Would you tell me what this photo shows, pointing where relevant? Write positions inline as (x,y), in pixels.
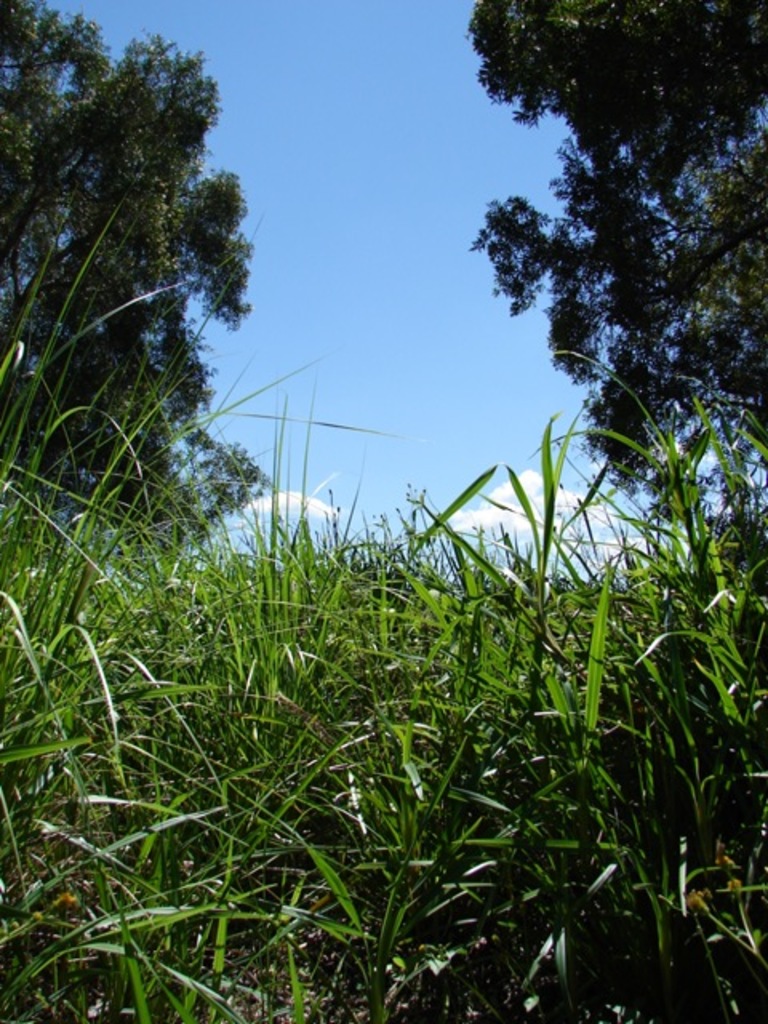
At the bottom of this image (394,750) I can see the grass (384,860). In the background (595,349) there are trees (673,336). At the top of the image (373,196) I can see the sky (465,417) and clouds (516,514).
